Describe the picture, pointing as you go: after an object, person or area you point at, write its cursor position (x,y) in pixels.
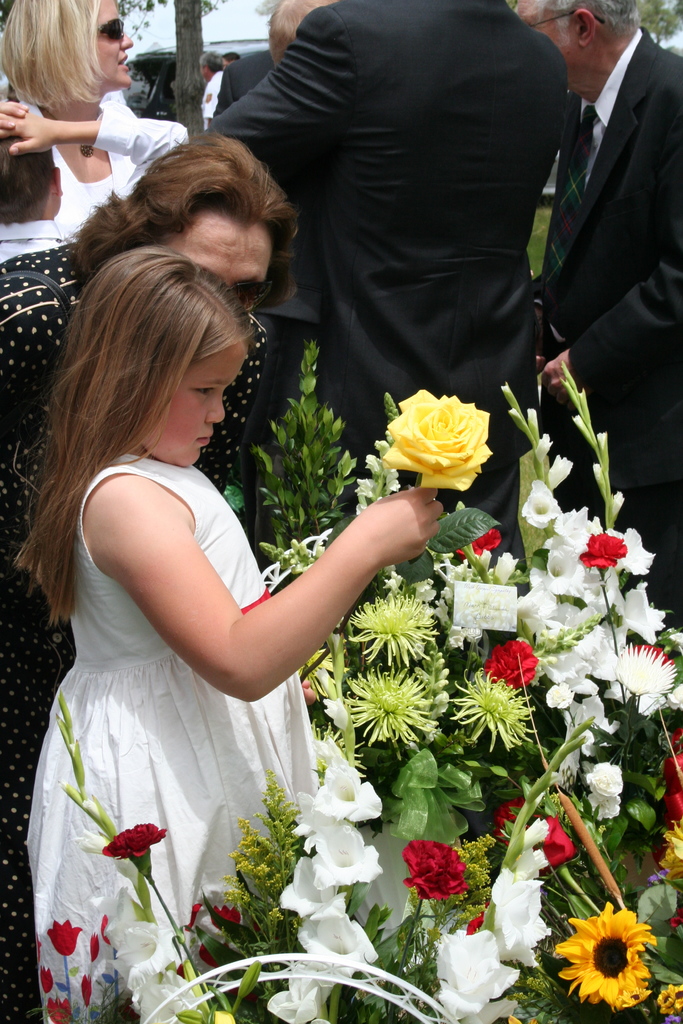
In the left side (183,907) a little girl (141,388) is standing, she wore a white color dress (170,724). In the right side (470,950) there are flowers (350,809). Few men (642,492) are standing they wore black color dress (512,161).
